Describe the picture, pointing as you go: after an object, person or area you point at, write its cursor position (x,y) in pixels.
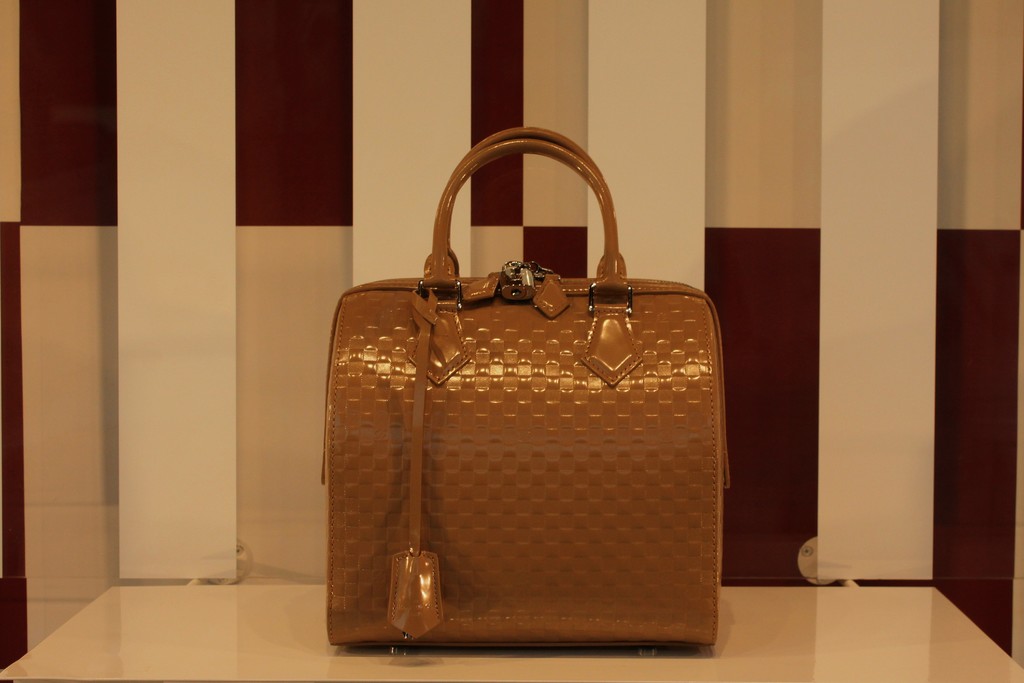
We can see brown color bag (421,503) on the table (777,635), behind the bag (578,457) we can see wall (551,67) with red and cream color tiles (558,178).
